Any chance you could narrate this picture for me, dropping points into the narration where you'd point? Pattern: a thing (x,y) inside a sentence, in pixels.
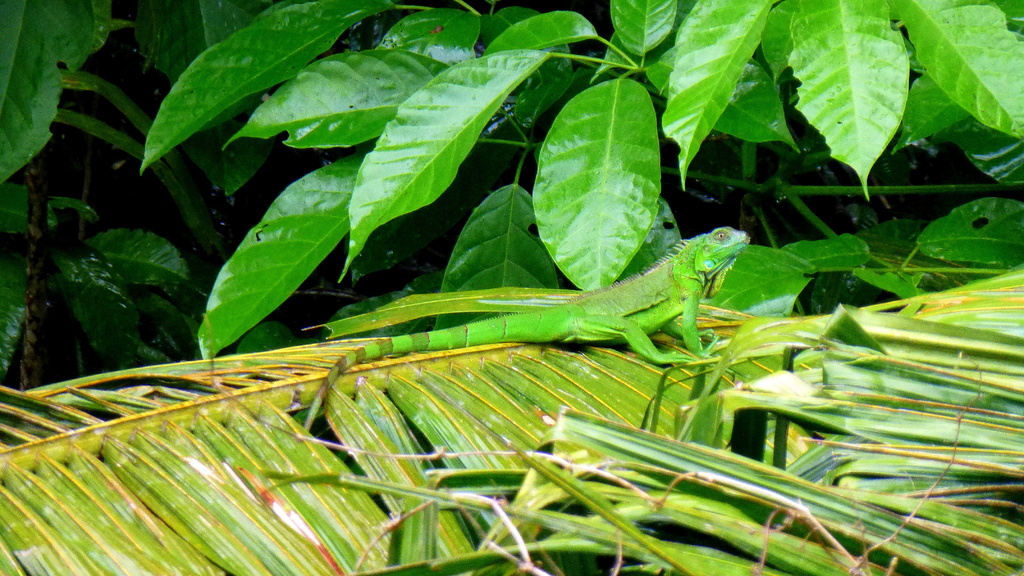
This picture seems to be clicked outside. In the foreground (286,383) we can see the branches (781,371) of the tree (342,403) and we can see a chameleon like thing (604,316) on the branch (581,353) of a tree (591,367). In the background (113,99) we can see the green leaves (978,144) and the stems (890,190). In the left corner (31,196) there is an item (34,303) which seems to be the stem (39,296).
